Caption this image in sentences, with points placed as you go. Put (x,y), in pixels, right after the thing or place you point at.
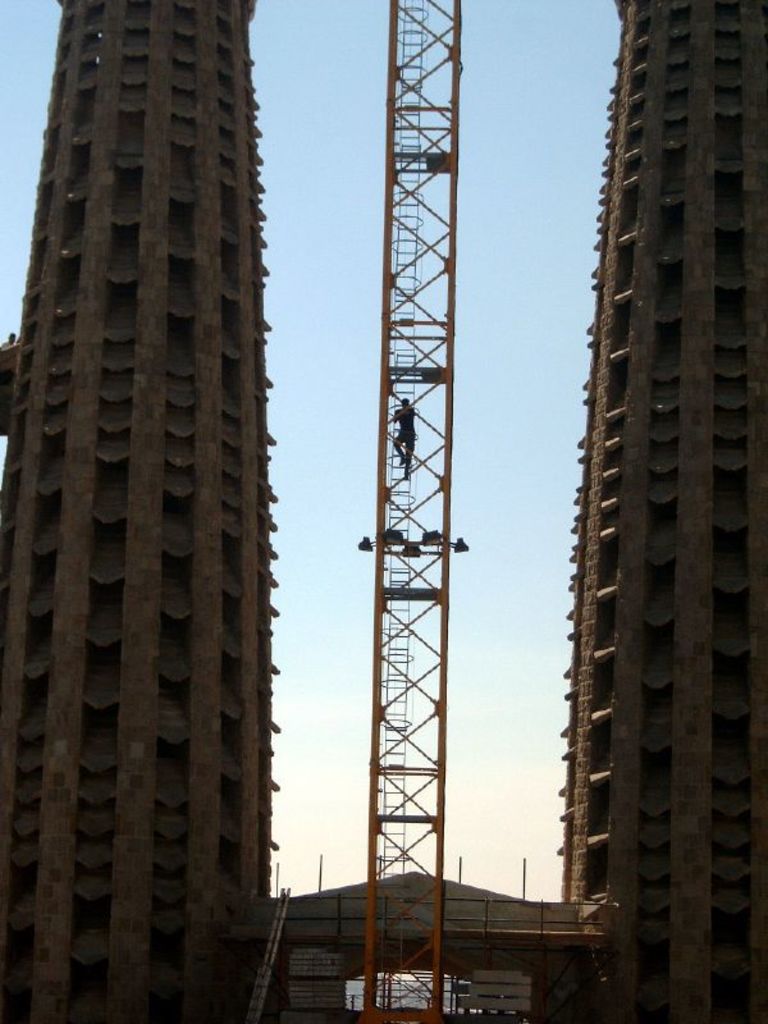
In this image there are two buildings (195,516), in the middle (380,401) there is an iron ladder (403,676) a person (413,428) climbing the ladder (409,357), in the background (322,463) there is the sky (499,591).
